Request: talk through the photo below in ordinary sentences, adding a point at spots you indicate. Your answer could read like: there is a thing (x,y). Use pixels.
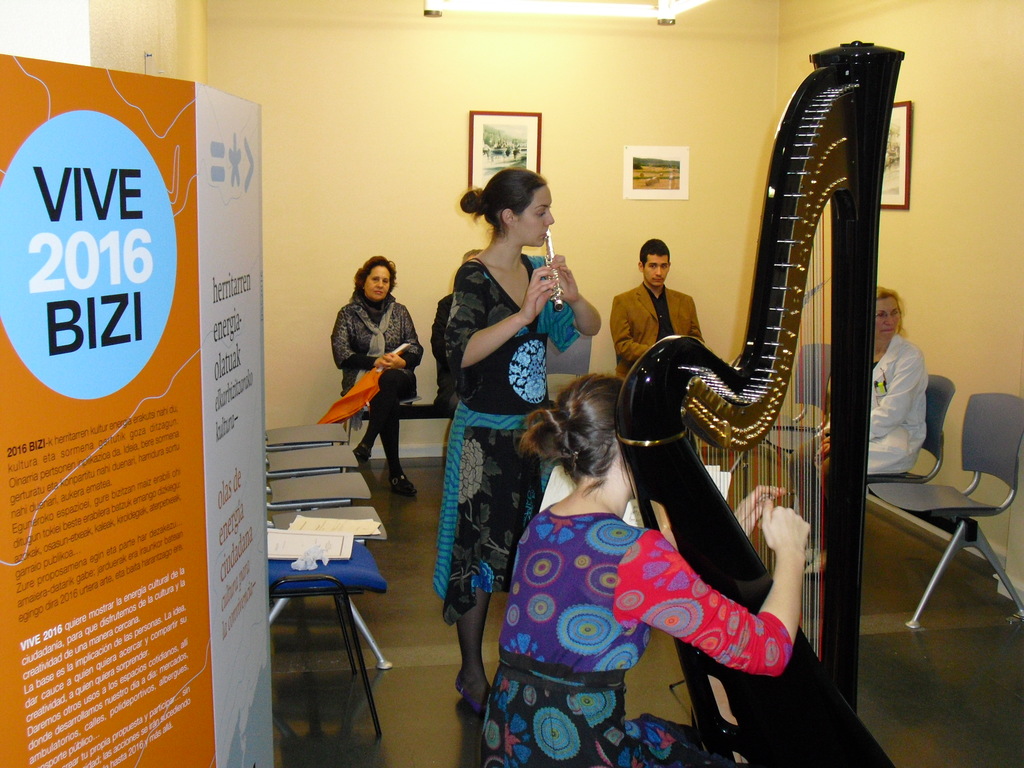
In this image I can see at the bottom (741,638) a girl (722,655) is sitting and playing the musical instrument (689,540). In the middle (512,389) there is another girl (573,338) playing the flute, in the background (396,414) few people (672,322) are sitting on the chairs (818,346) and looking at them, at the top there are photo frames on the wall (720,178). On the left side (255,351) it looks like a banner (127,502).
